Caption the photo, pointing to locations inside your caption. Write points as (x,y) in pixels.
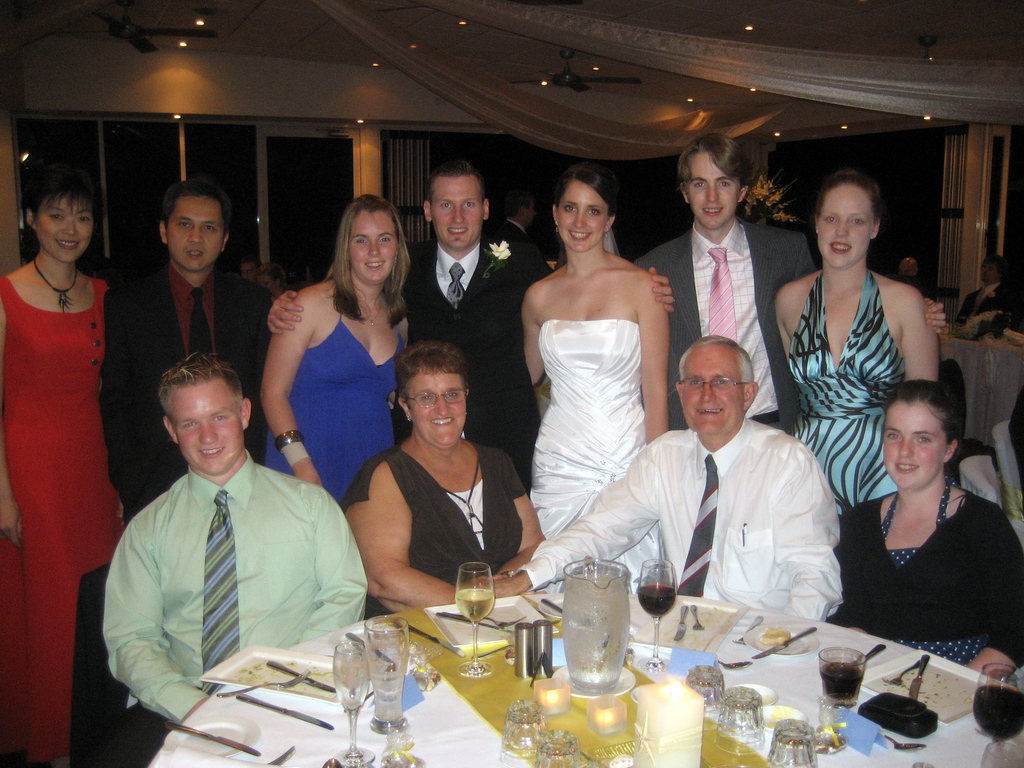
In this image we can see some people (809,608) sitting beside a table (732,675) containing some glasses (713,682), a jar (609,590), some knives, forks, spoons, candles (611,706), tissue papers (694,657) and some objects (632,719) placed on it. We can also see a group of people (581,344) standing. On the backside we can see a person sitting beside a table (1004,415), some curtains (951,141) and the doors (288,126). We can also see the ceiling lights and ceiling fans (125,23) to a roof (253,30).
